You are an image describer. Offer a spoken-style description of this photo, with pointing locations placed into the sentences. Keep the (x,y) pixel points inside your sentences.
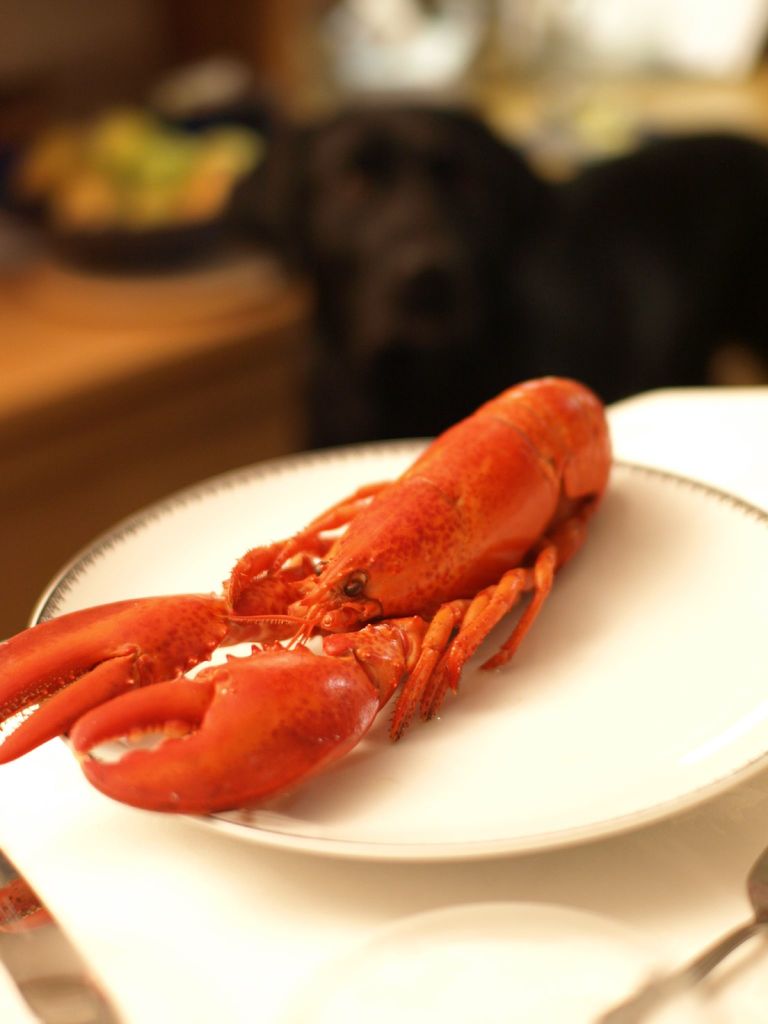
There is red color lobster (443,540) on the white color plate (427,821), which is on the white color table (135,918), on which, there is a spoon (712,949). In the background (393,312), there are other objects (247,36).
